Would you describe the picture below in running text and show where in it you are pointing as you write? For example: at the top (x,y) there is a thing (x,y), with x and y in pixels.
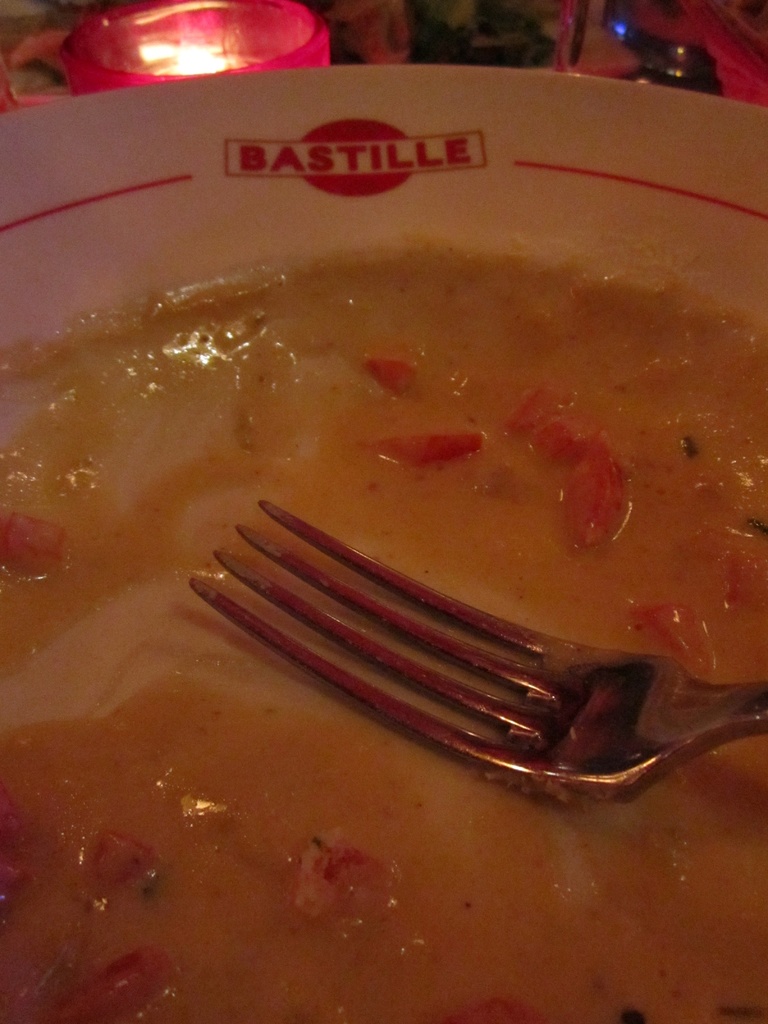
In the picture we can see some food item (321,444) which is in plate (276,218) and there is fork (439,607).
